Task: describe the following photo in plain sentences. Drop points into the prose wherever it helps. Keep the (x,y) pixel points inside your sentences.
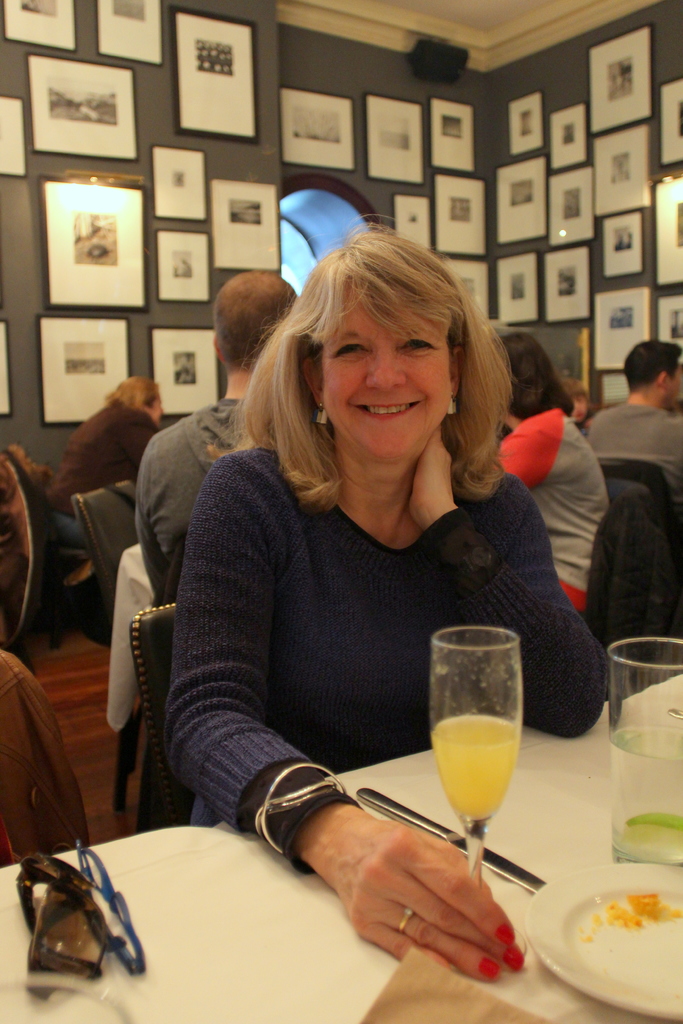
A woman (295,679) wearing bangles (277,782) is holding a glass (460,742) and smiling and sitting on a chair (149,712). In front of her there is a table (292,980). On the table (162,893) there are goggles (97,891), plates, glasses (471,826), and a knife (424,823). In the background (146,412) there are many persons (239,353) sitting on chairs (118,521). On the wall (368,69) there are many photo frames (296,163).
